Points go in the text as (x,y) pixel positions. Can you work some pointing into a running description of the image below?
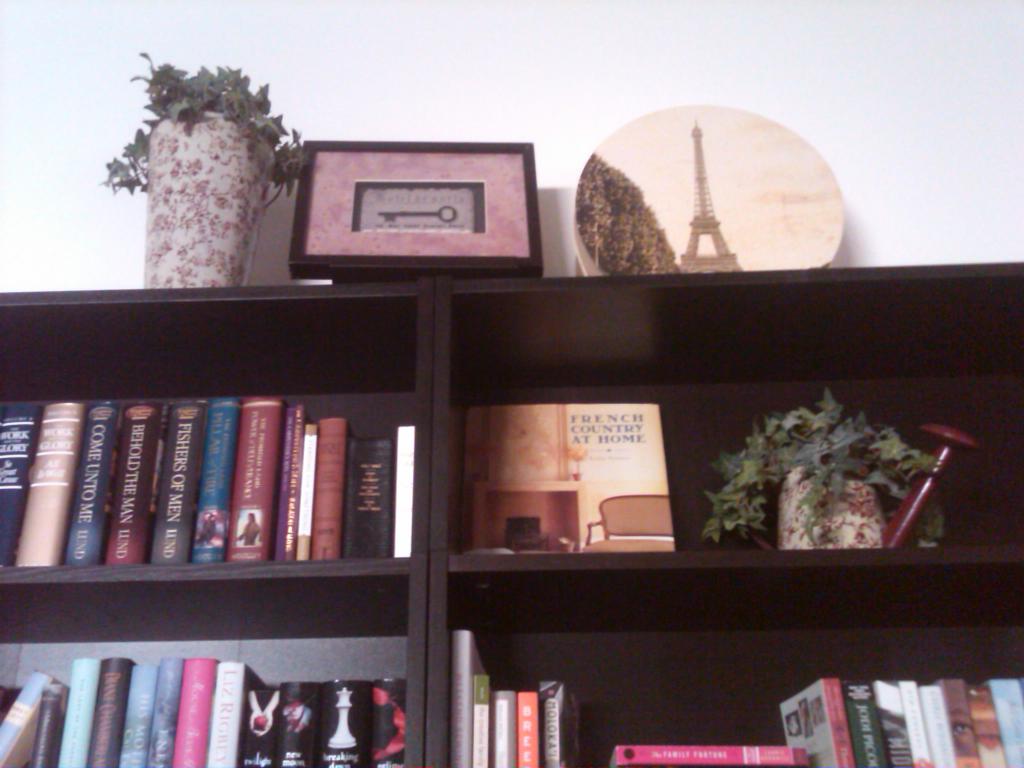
In the center of the image (356,398) we can see shelves (595,682), one plant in some object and different types of books (294,736). On the shelves (611,683), we can see the vase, one plant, frame (515,230) and one round shape object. In the background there is a wall (85,231).
